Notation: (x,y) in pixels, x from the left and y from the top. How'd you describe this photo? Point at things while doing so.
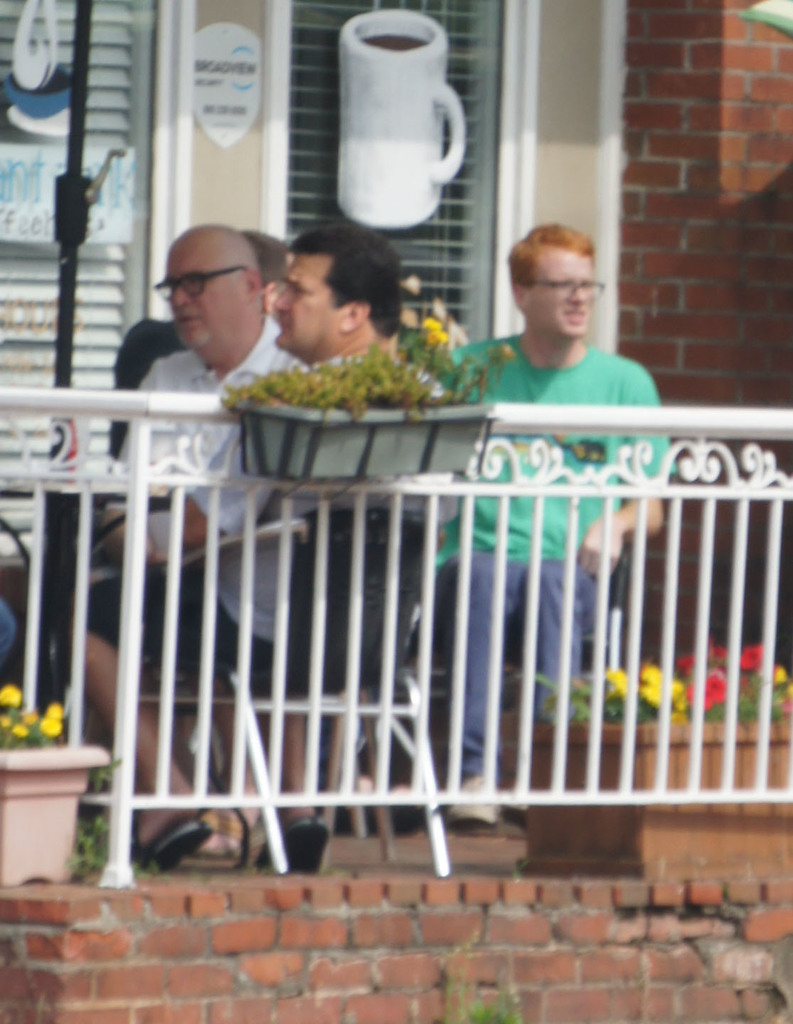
In this image there are persons (309,353) sitting in the center (350,352). In the front (316,434) there is a fence (556,739) which is white in colour and there is a flower pot (377,456) hanging on the fence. There is a wall (354,923) and in the background (285,68) there is a door (316,144).
